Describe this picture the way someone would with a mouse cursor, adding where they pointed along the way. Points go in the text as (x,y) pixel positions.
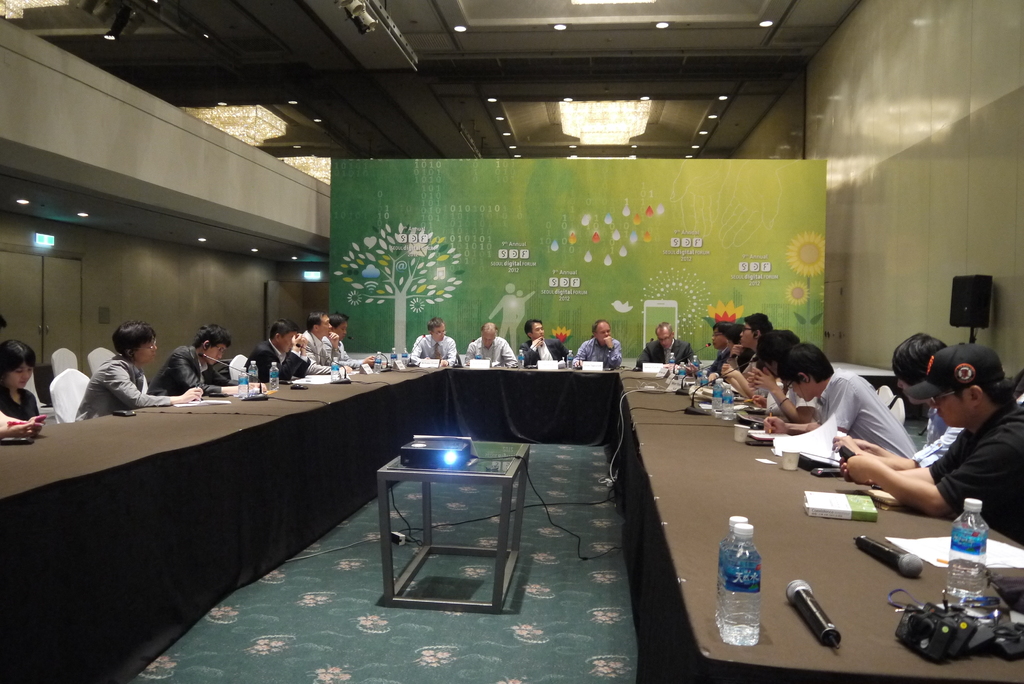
In the image I can see some people (978,347) sitting in front of the table (538,424) on which there are some mics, bottles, books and some other things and also I can see a projector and some lights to the roof (687,102).
